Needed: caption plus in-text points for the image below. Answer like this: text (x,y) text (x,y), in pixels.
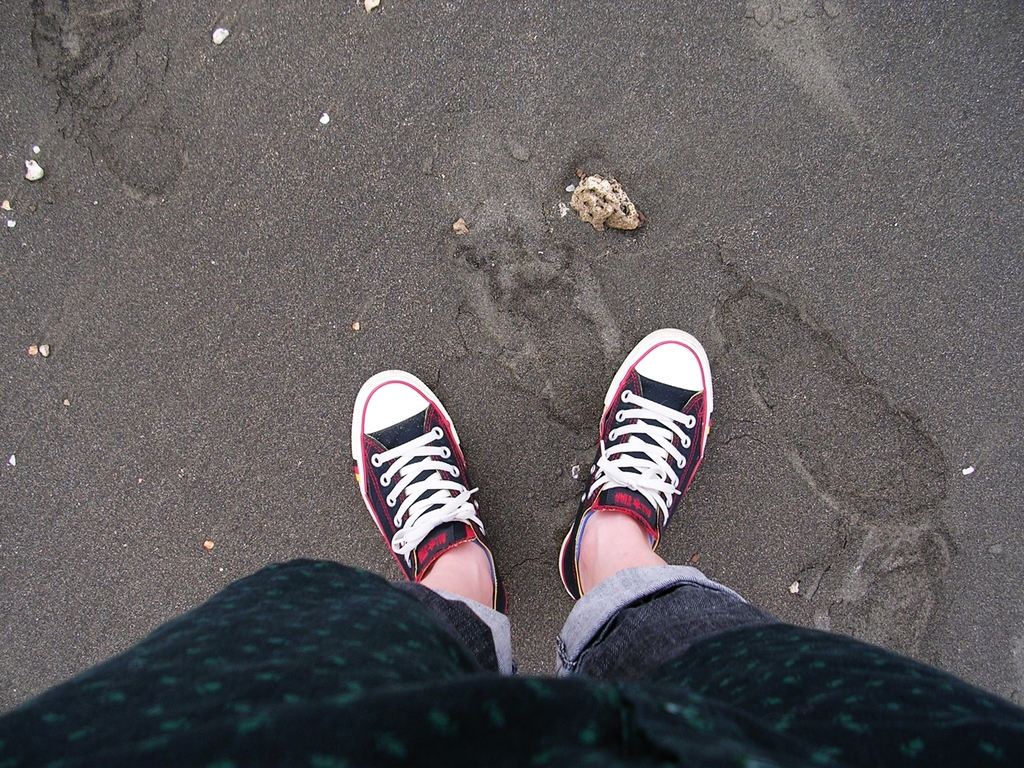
In this image we can see the legs (619,505) of a person (612,508) standing on the surface (244,326) of the sand (429,156) and there are few stones (606,195).
